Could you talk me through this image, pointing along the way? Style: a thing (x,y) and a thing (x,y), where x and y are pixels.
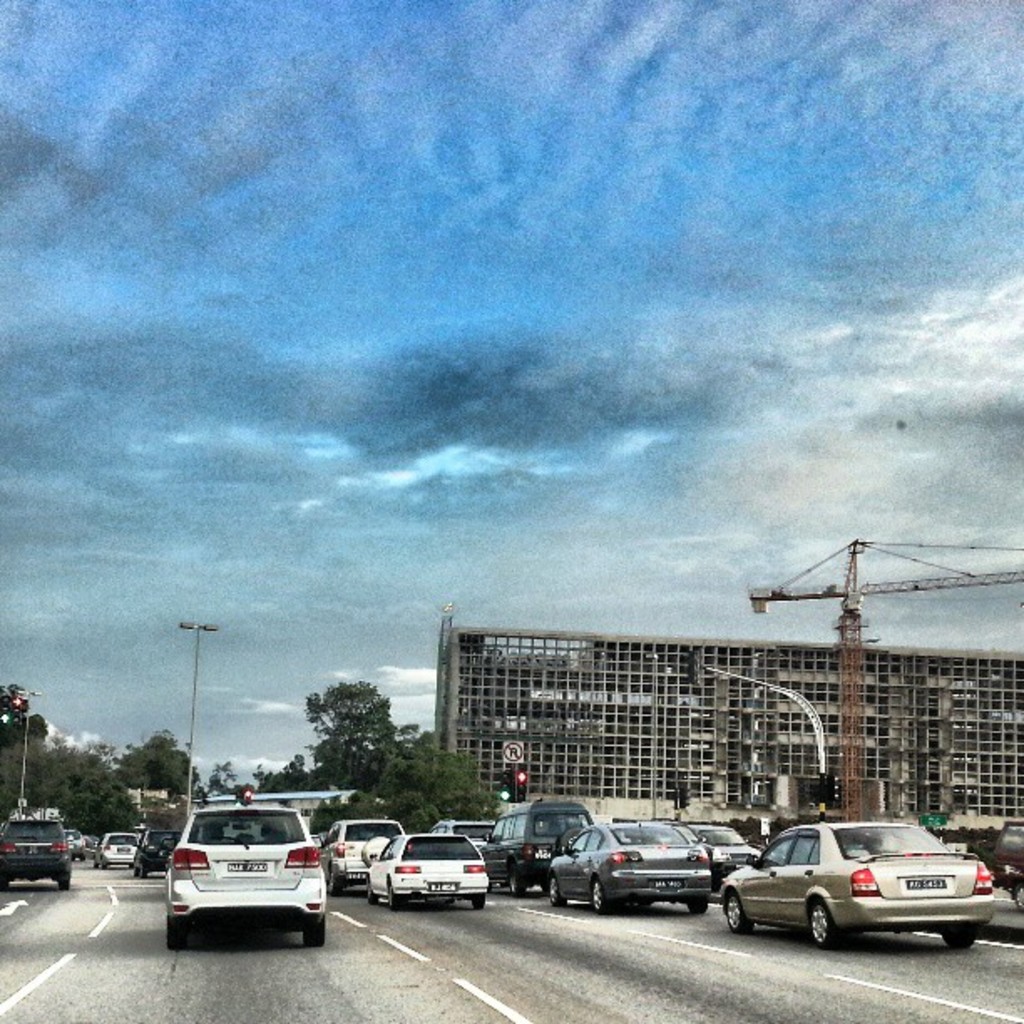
This is an edited picture. In the foreground of the picture (524,862) there are vehicles (542,869) on the road (268,960). In the center of the picture (504,681) there are trees (130,761), street light (194,714), building (816,694), signals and heavy machinery (860,604). Sky (803,587) is cloudy.
